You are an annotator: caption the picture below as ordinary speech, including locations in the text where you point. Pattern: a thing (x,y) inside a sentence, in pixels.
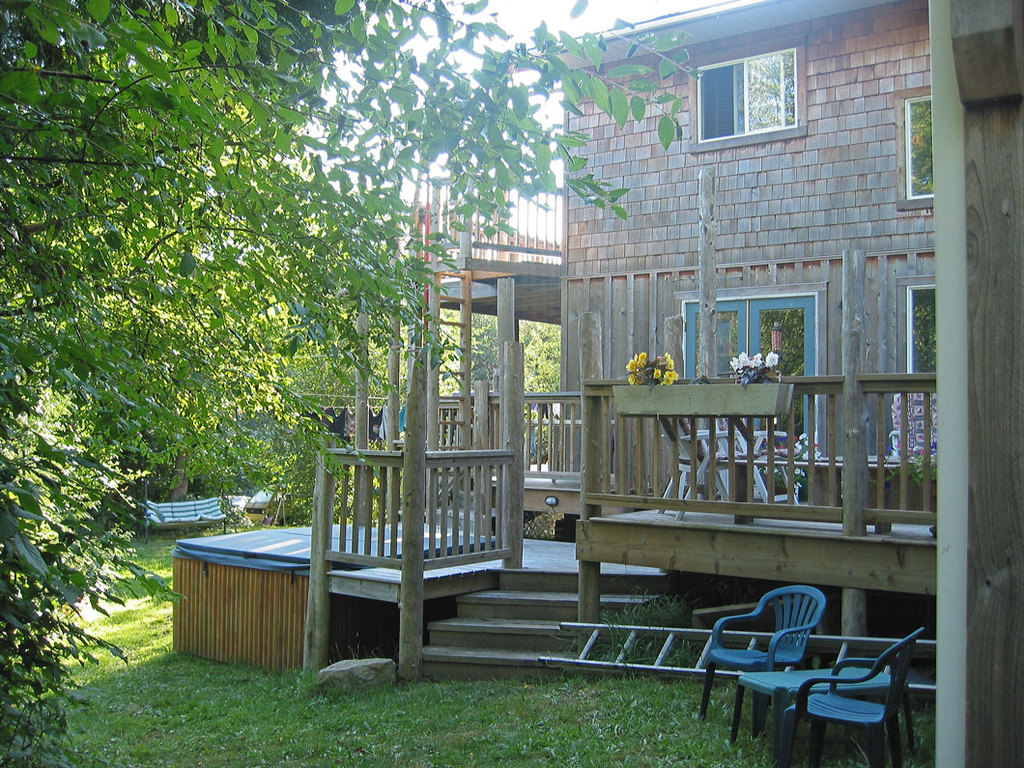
Here we can see grass (276,735), chairs (809,700), ladder (643,664), plants (652,383), flowers (762,367), bench (165,516), trees (0,707), and a building (820,9). In the background (533,10) there is sky (548,9).
